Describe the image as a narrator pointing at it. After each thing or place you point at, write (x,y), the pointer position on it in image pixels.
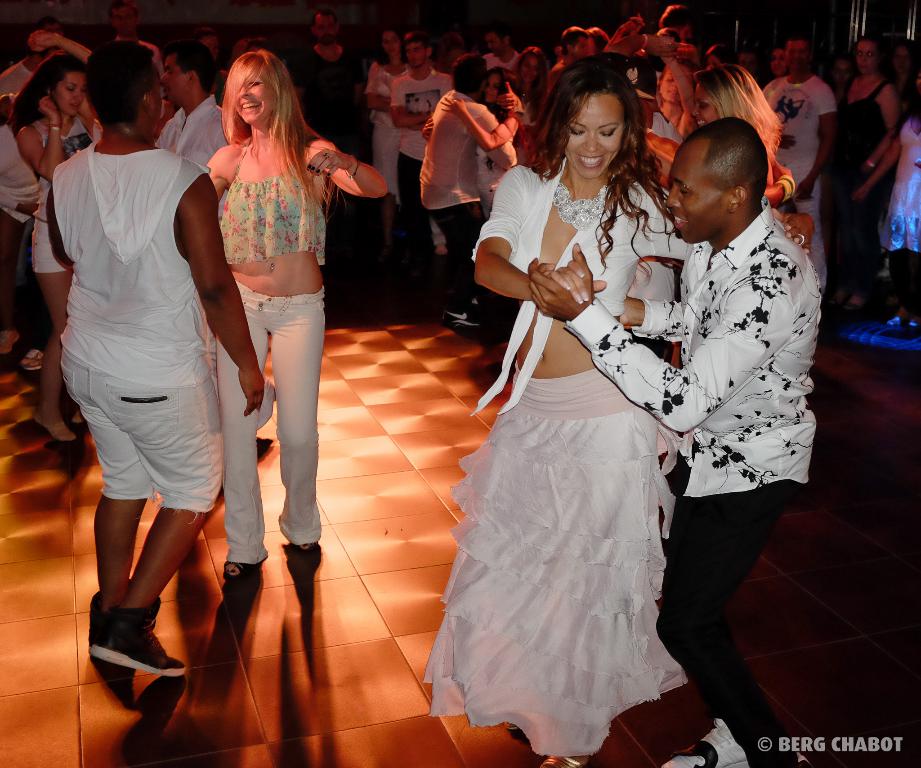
In this image we can see a group of persons (745,374). In the foreground (291,454) we can see few persons (784,731) dancing.
